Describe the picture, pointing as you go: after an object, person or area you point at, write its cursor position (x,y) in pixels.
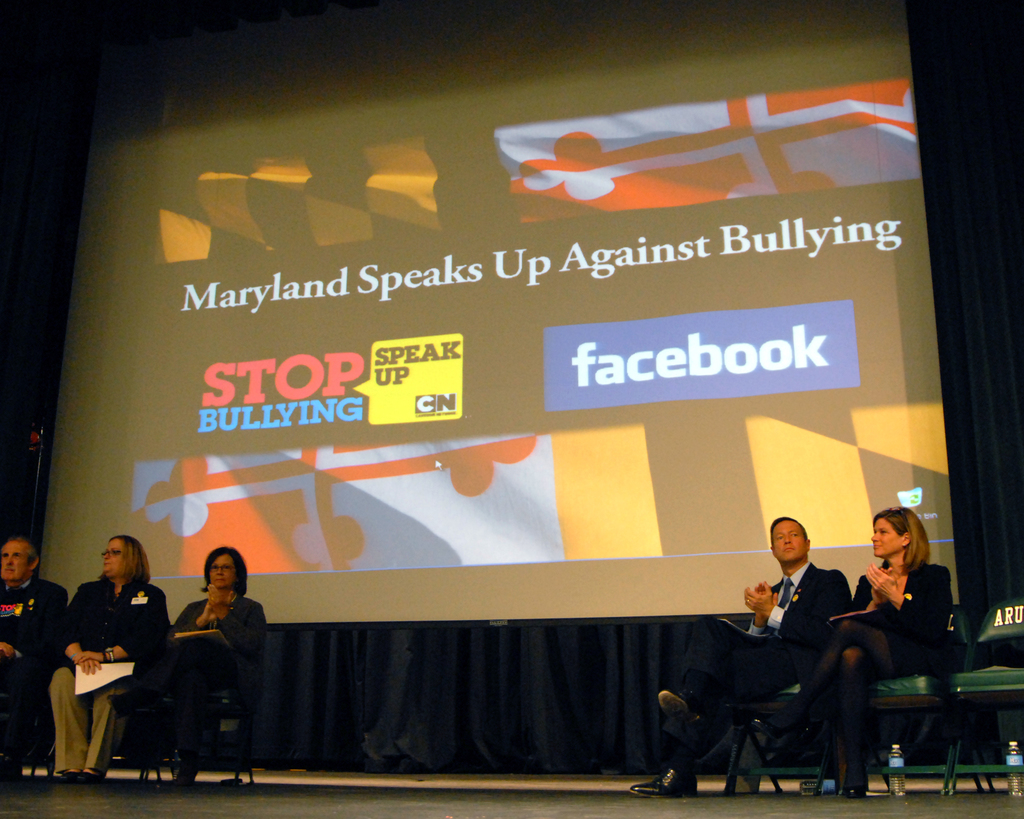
In this image I can see the group of people (31,683) sitting on the chairs (795,688). These people (184,717) are wearing the different color dresses (66,707). I can see one person (78,721) holding the paper (109,677). In the background (477,583) I can see the screen (509,455) and the curtain (931,150).
